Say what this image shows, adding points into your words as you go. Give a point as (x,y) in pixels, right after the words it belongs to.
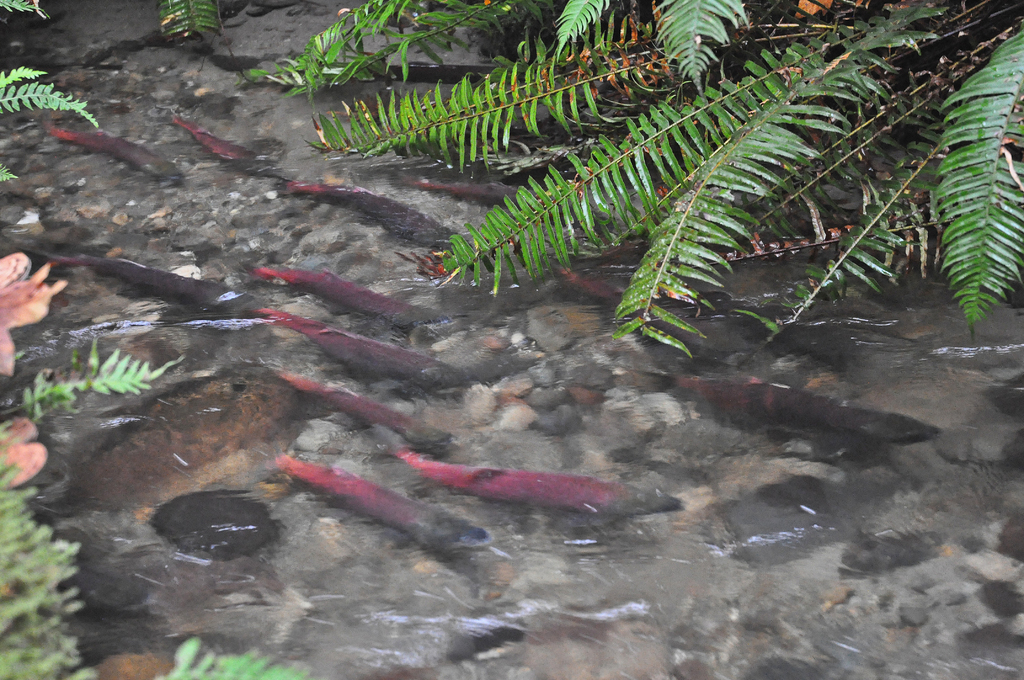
In this image there are fishes (131,152) in the water (478,363), and there are plants (67,650).
